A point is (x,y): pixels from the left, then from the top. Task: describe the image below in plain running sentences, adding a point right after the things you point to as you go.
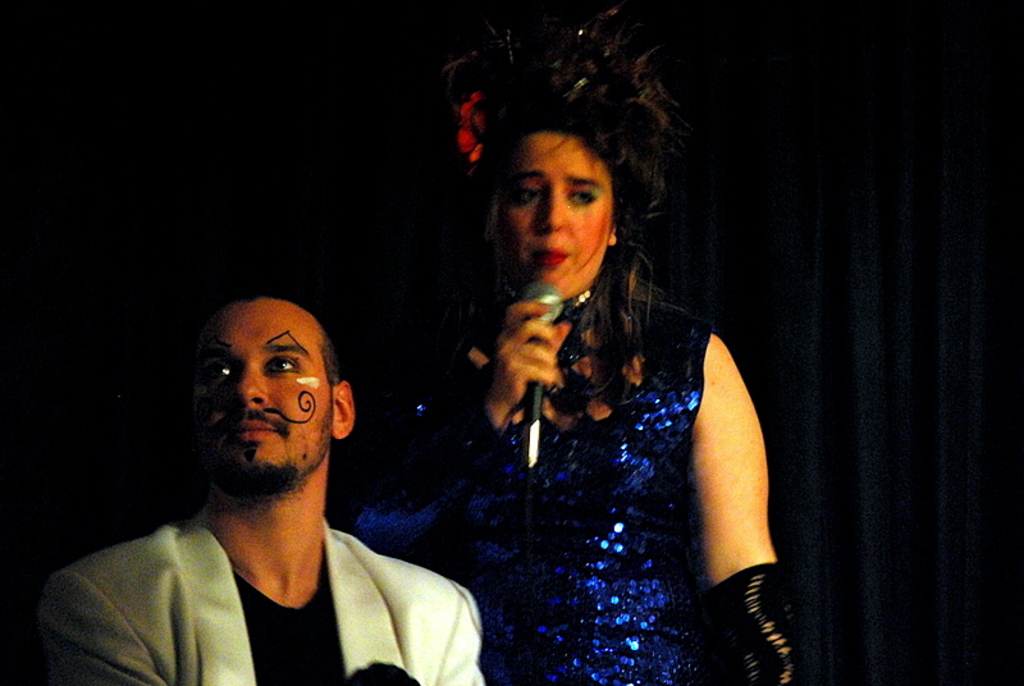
In this in front (127,646) there are two persons (410,593) in which right side person (558,394) is holding the mike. Behind her there are curtains (880,548).
